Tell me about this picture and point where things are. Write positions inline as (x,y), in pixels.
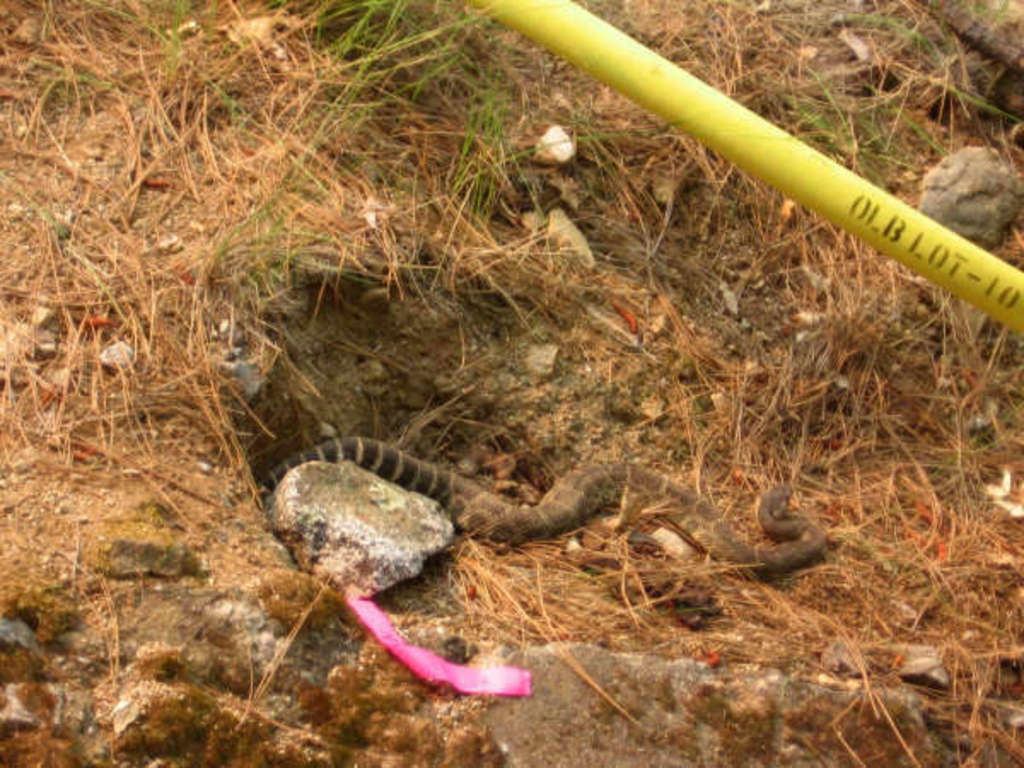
In this image, we can see grass (312,182) on the ground (325,271), we can see a snake (772,555) on the ground (411,580), we can see a yellow color metal pipe (969,273).
